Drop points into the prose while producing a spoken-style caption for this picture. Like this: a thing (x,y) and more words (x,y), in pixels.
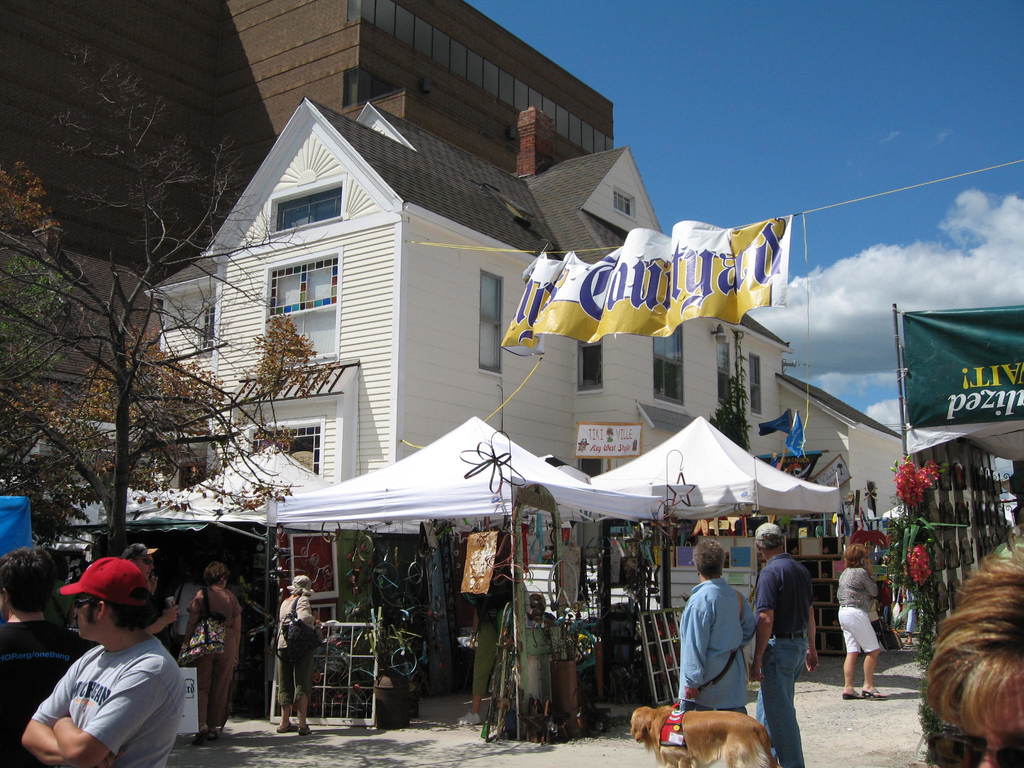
In this image I can see few buildings (801,402), windows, trees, tents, boards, flag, few people (24,702), dog (670,765), few people (304,699) are wearing bags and few objects (566,681) on the ground (554,745). The sky (857,195) is in white and blue color. In front (677,274) I can see the white and yellow banners (712,266).
